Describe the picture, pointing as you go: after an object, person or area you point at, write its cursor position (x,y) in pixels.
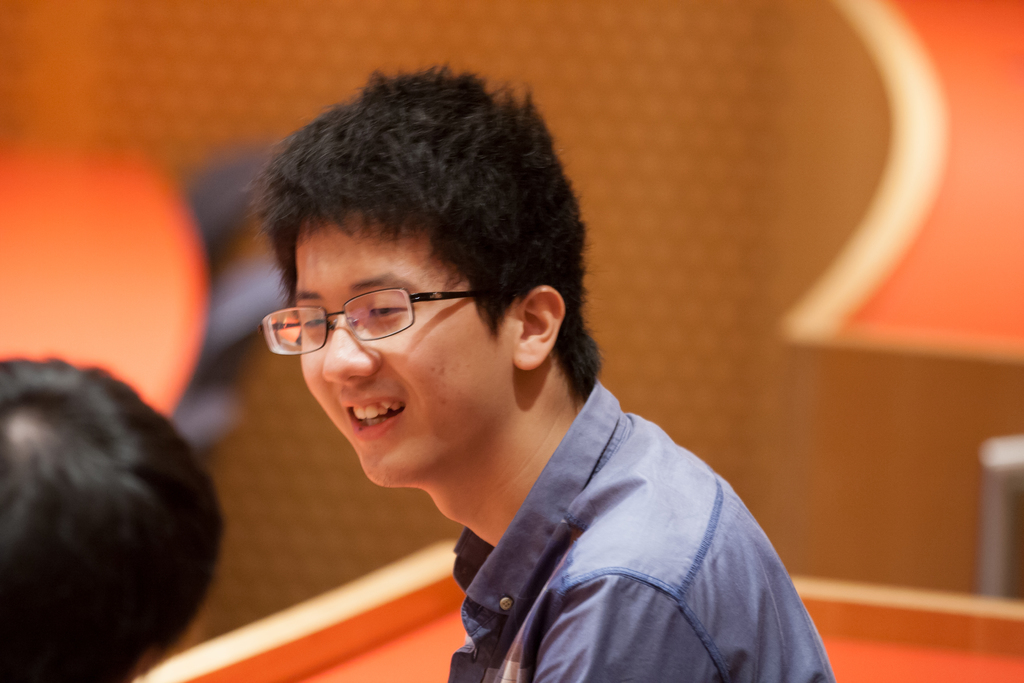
In this picture we can see few people (410,412), in the middle of the image (411,387) we can see a man (489,353), he wore spectacles (352,327).
